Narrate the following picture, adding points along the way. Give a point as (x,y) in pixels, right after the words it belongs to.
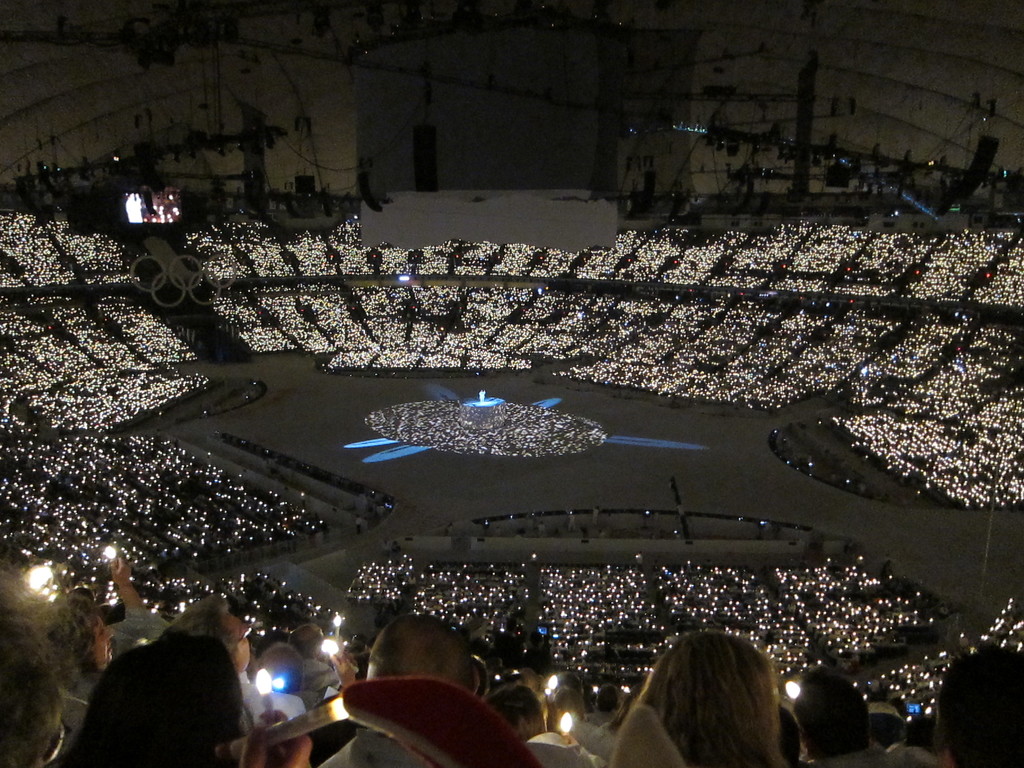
In this image we can see crowd (382,326) in the stadium (666,592). In the background (976,245) we can see lights (95,411). At the bottom of the image (270,572) we can see lights (41,551) and persons (765,728).
